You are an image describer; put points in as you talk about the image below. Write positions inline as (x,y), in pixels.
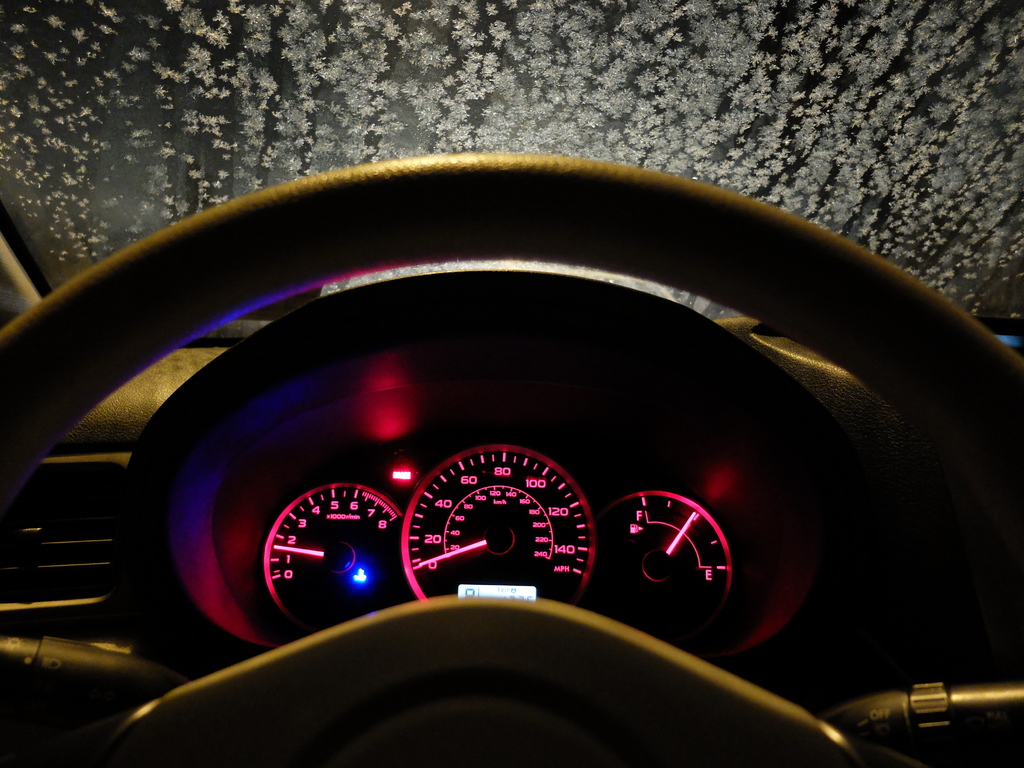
This image is taken in a car (673,360). At the top of the image (245,122) there is a windshield (578,80). In the middle of the image (648,502) there is a steering (550,218) and a meter (511,464).
